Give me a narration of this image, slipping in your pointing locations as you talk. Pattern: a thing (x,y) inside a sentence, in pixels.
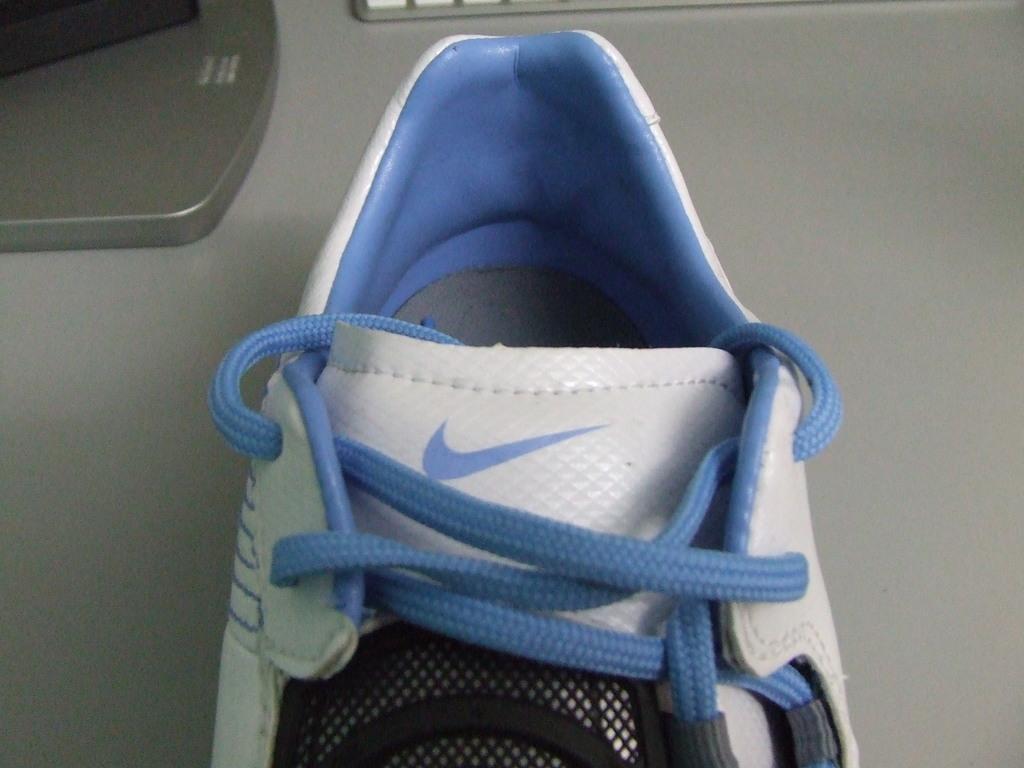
In this image there is a shoe (502,581) towards the bottom of the image (555,620), there are objects (208,54) towards the top of the image (209,190), the background of the image (921,610) is gray in color.
